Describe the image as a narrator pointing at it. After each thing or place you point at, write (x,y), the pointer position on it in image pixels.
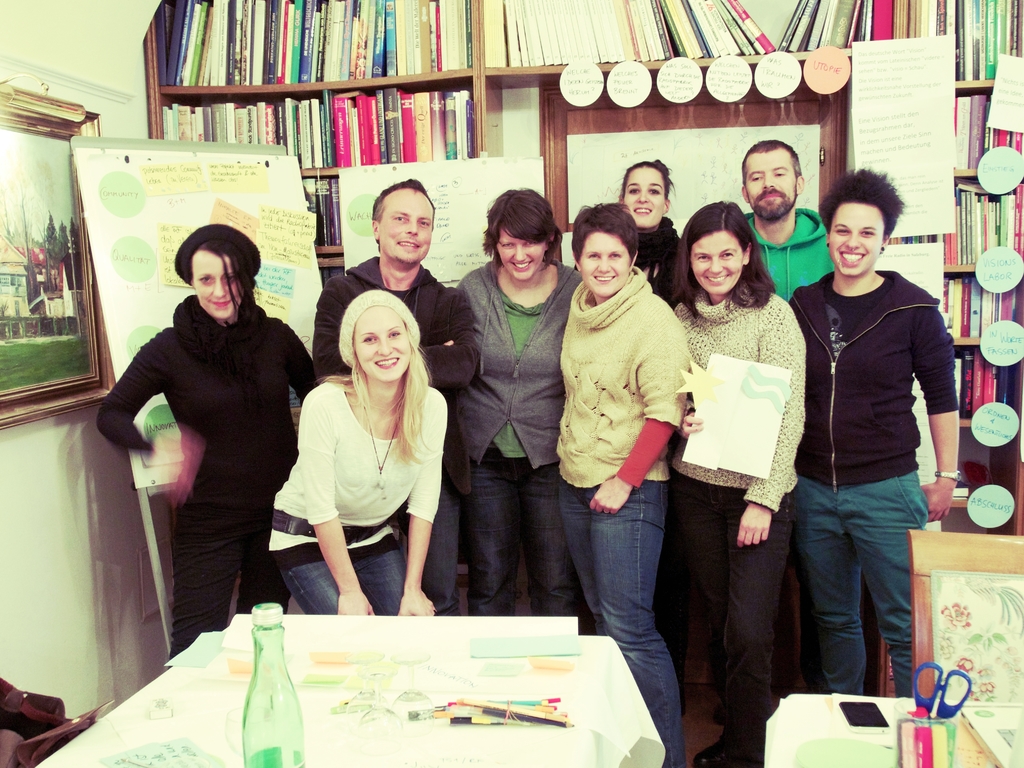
In the foreground of this image (548,650), at the bottom (285,690) on a table (340,758), there is a bottle (286,707), papers (425,683) and pens (510,709). In the left bottom corner (47,744), there is an object (34,720). In the right bottom corner (995,741), on the table (964,764), there is a laptop (991,723), few objects (927,740) in a container (914,738) and a mobile phone (870,706). Behind it, there is a chair (962,592). In the middle (383,329), there are people (432,302) standing and posing to a camera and we can also see few boards (182,183), posters (683,72), books (416,42) in the rack (473,37) and a frame (20,195) on the wall (58,19).
